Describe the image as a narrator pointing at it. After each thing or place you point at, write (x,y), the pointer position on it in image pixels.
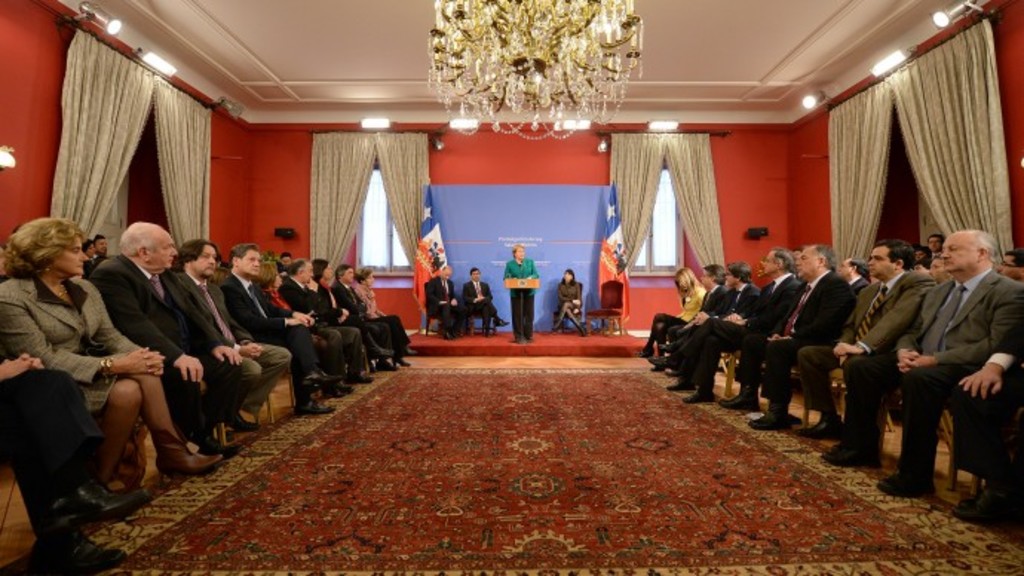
In the picture I can see people (225,413) sitting on the chairs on the either side of the image and here we can see a person (513,294) wearing green color dress (528,265) is standing near the podium (521,282) and we can these three persons (487,309) are sitting on the chairs (601,315) which is placed on the stage (551,339), we can see banner (457,240), flags (614,239), curtains (411,258), windows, ceiling lights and chandelier (618,29) to the ceiling (336,91). Here we can see the carpet (506,502) at the center of the image (428,376).
